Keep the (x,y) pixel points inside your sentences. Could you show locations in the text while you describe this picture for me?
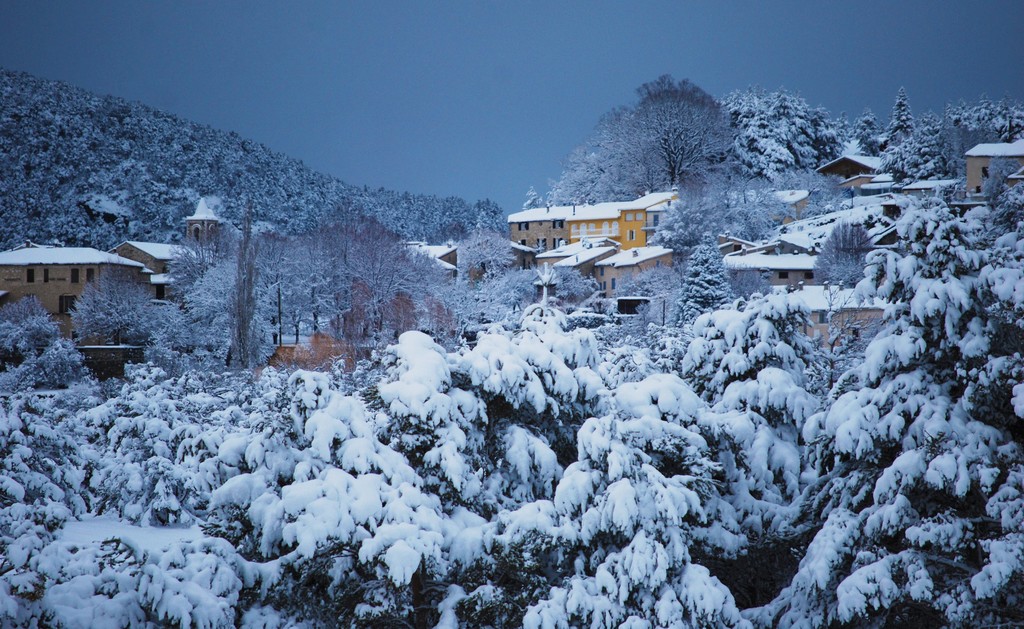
In this picture, this is covered with snow (138,494) and on the left side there are some house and background (414,103) is the sky (469,84).
